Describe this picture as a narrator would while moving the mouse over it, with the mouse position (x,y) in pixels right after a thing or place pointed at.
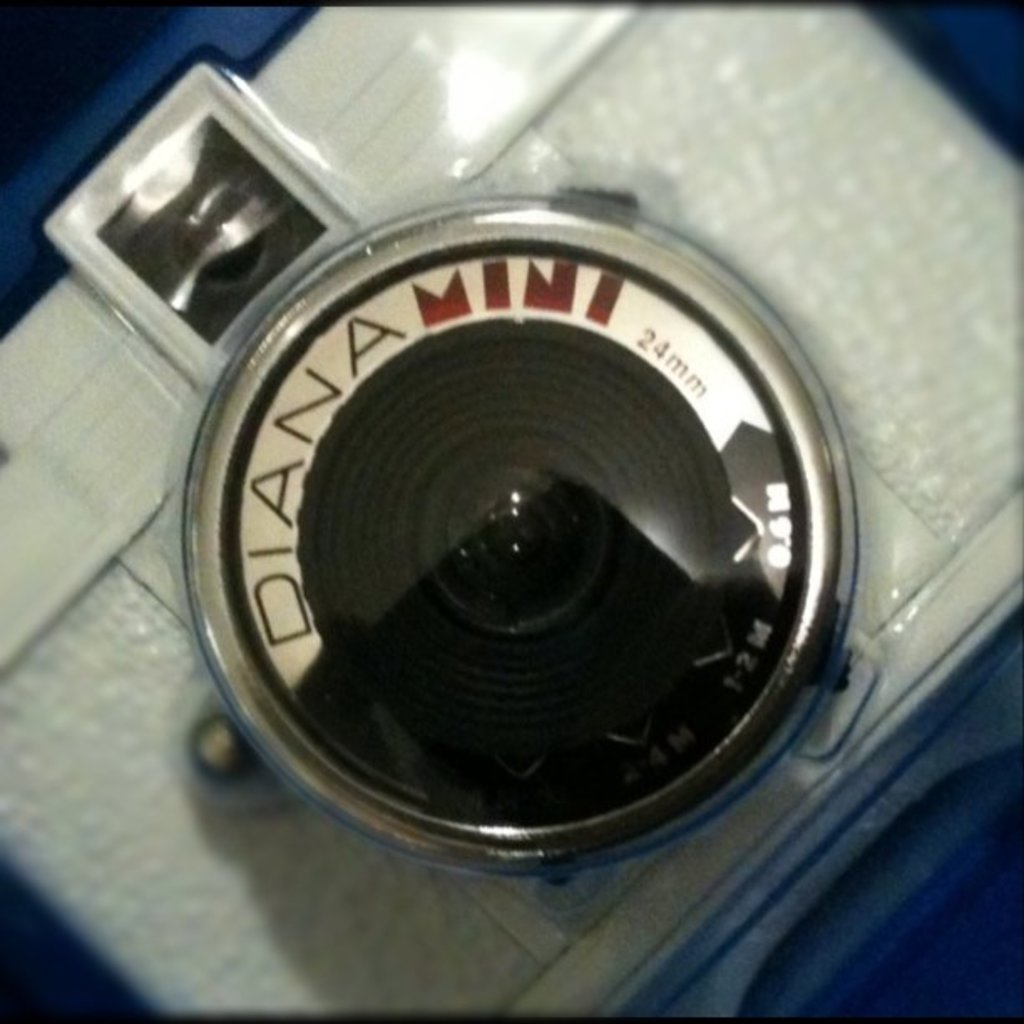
In this image there is some object (493,545), and it looks like camera (493,523).
